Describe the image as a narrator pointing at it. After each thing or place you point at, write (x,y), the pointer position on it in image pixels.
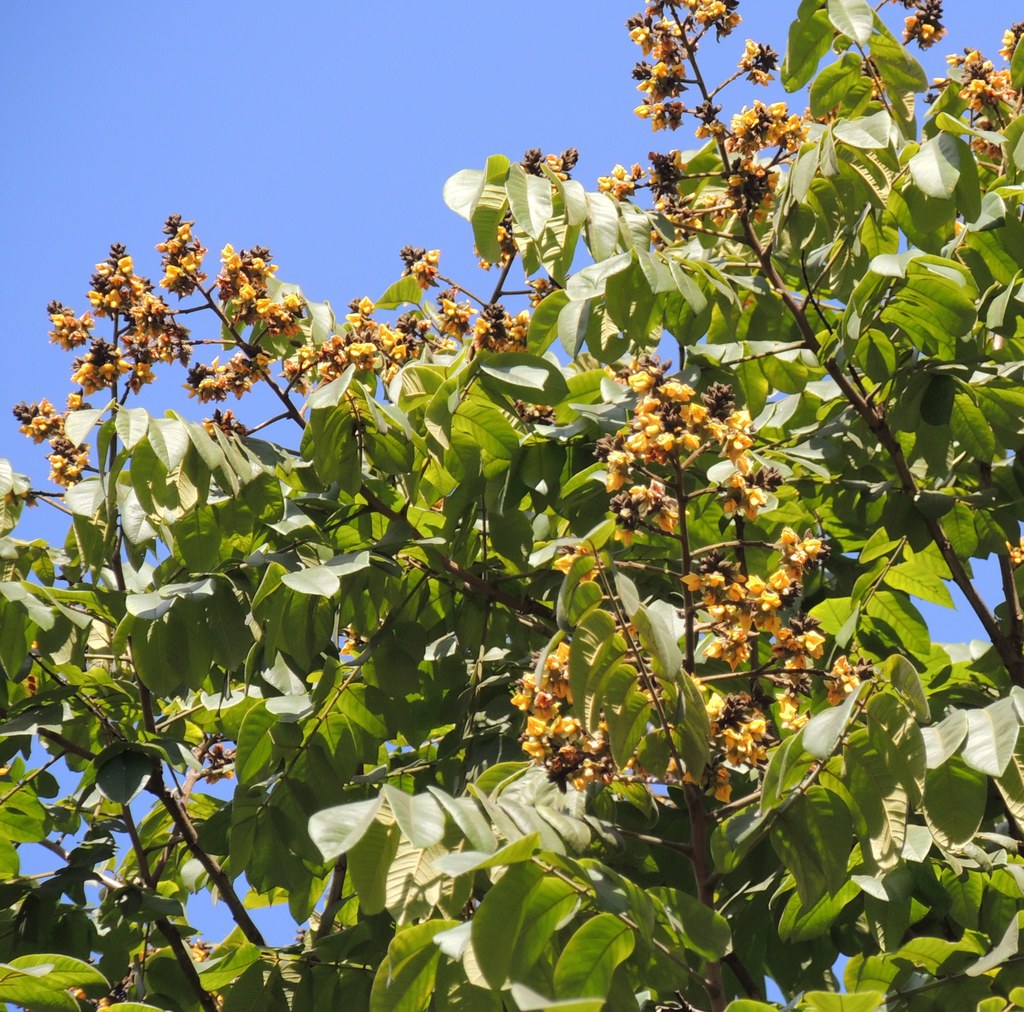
In this image I can see there are yellow color flowers (625,472) and green leaves (688,503) of the trees (694,634). At the top (309,100) it is the blue sky (291,113).
